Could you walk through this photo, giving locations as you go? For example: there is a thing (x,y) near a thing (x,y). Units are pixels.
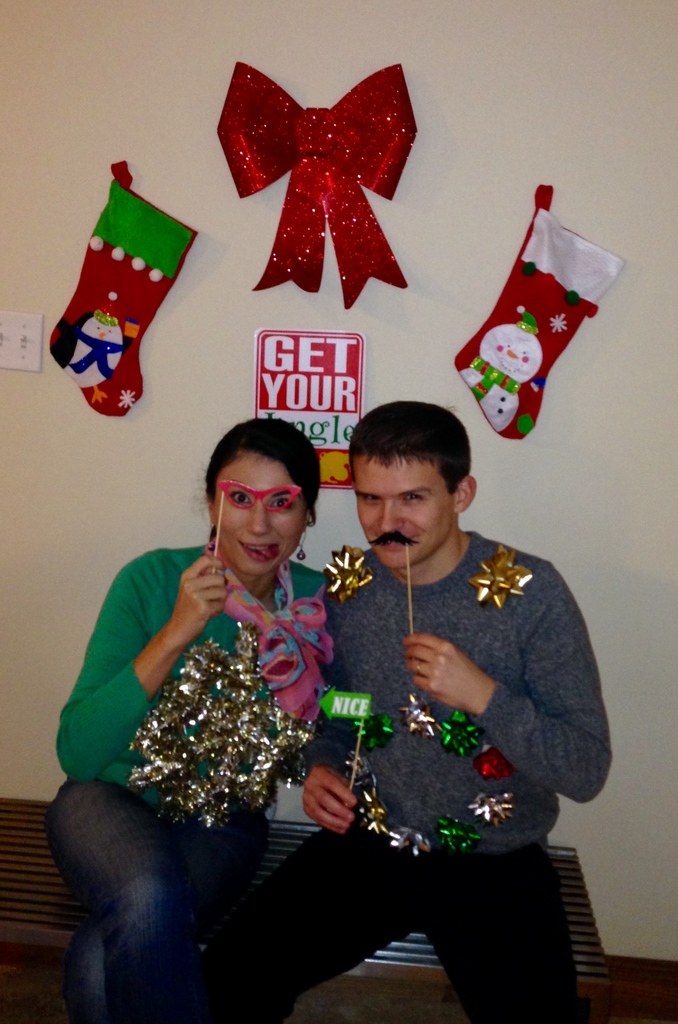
In the center of the image (264,596) we can see two persons (255,601) sitting on the bench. In the background (5,537) we can see decors (511,302), switch board (21,320) and wall (197,291).
